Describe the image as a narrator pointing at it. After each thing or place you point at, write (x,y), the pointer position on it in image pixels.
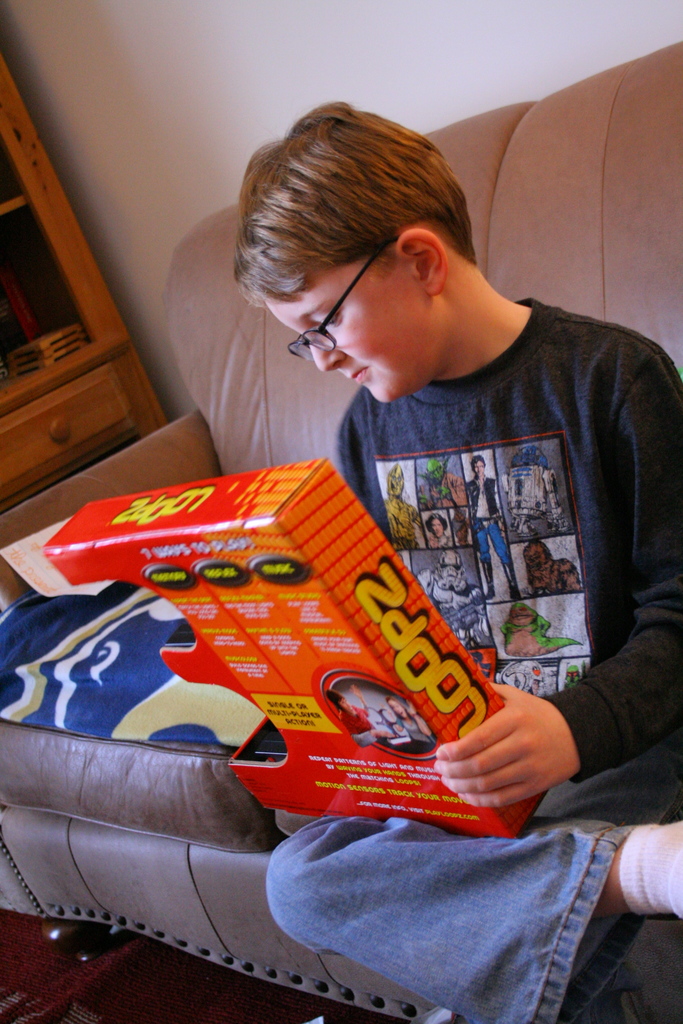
In this image there is a boy (380,849) sitting on a sofa (93,741), holding a box (345,597) in his hand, in the background (127,64) there is a wall (175,152) and a cupboard (46,441).
